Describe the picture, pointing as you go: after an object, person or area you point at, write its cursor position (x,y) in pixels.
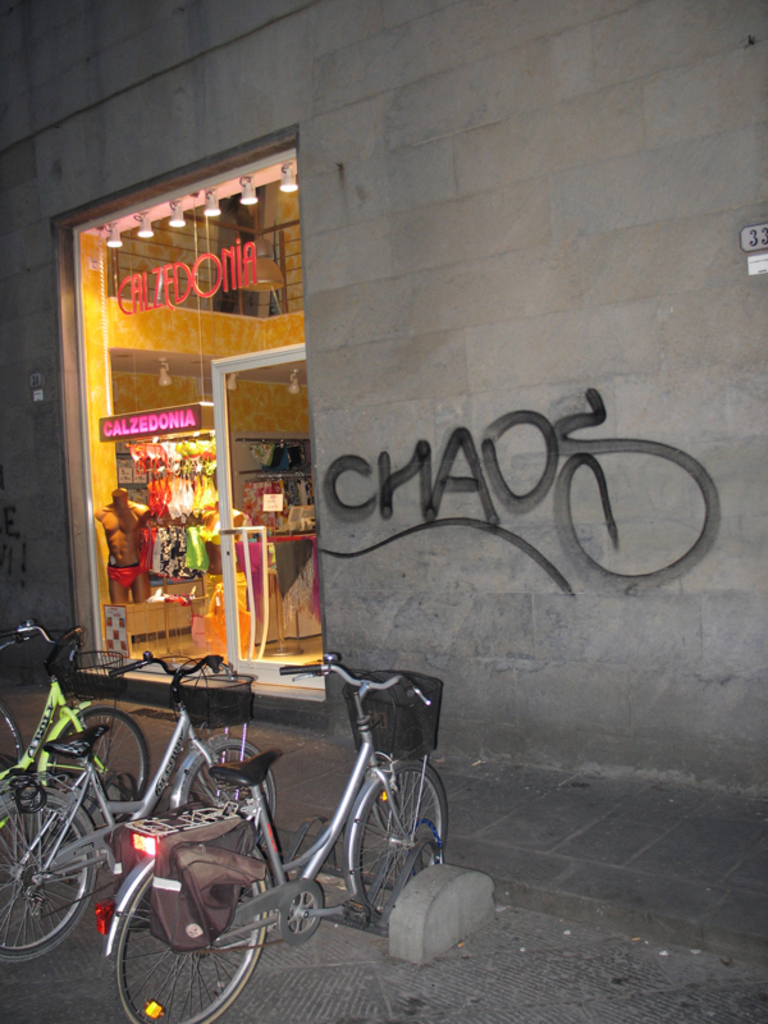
In the picture we can see three bicycles (127,899) are parked near the path (591,904). And beside the path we can see a shop (181,356) to the part of the wall (4,32), and in the shop (224,324) we can see some clothes (262,465).
